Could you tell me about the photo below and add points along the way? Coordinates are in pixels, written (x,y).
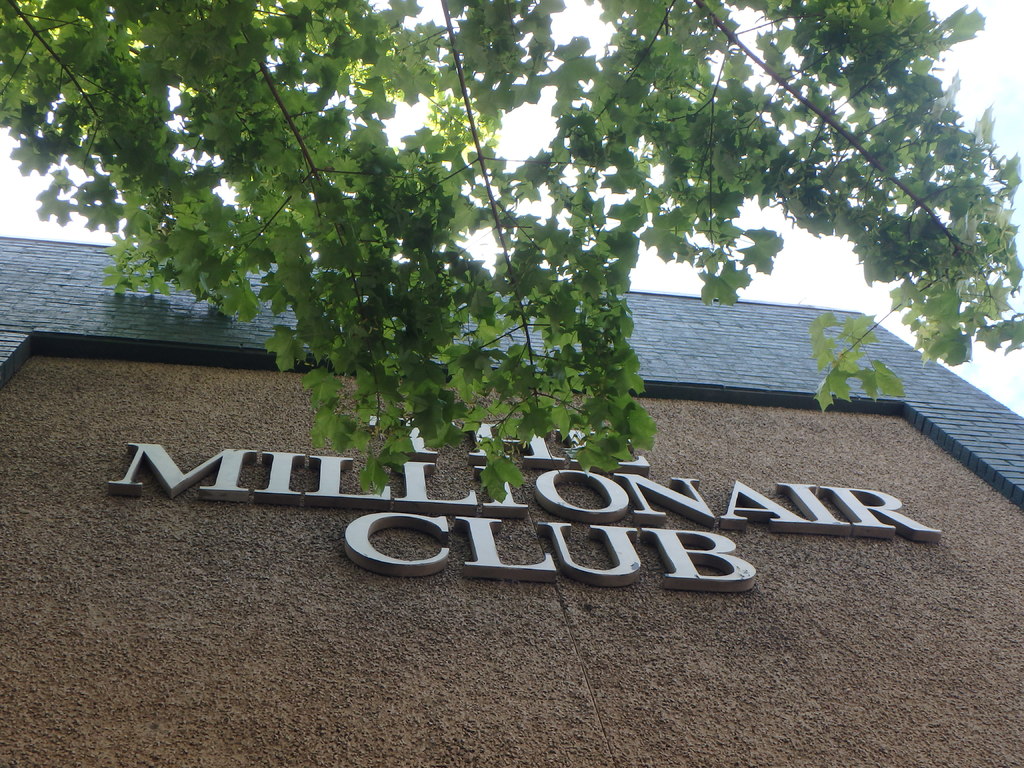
In the center of the image (652,266) we can see the sky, one building (333,575), wall (318,533), one tree (138,105), etc. On the building (323,565), it is written as "The Millionaire Club ".
